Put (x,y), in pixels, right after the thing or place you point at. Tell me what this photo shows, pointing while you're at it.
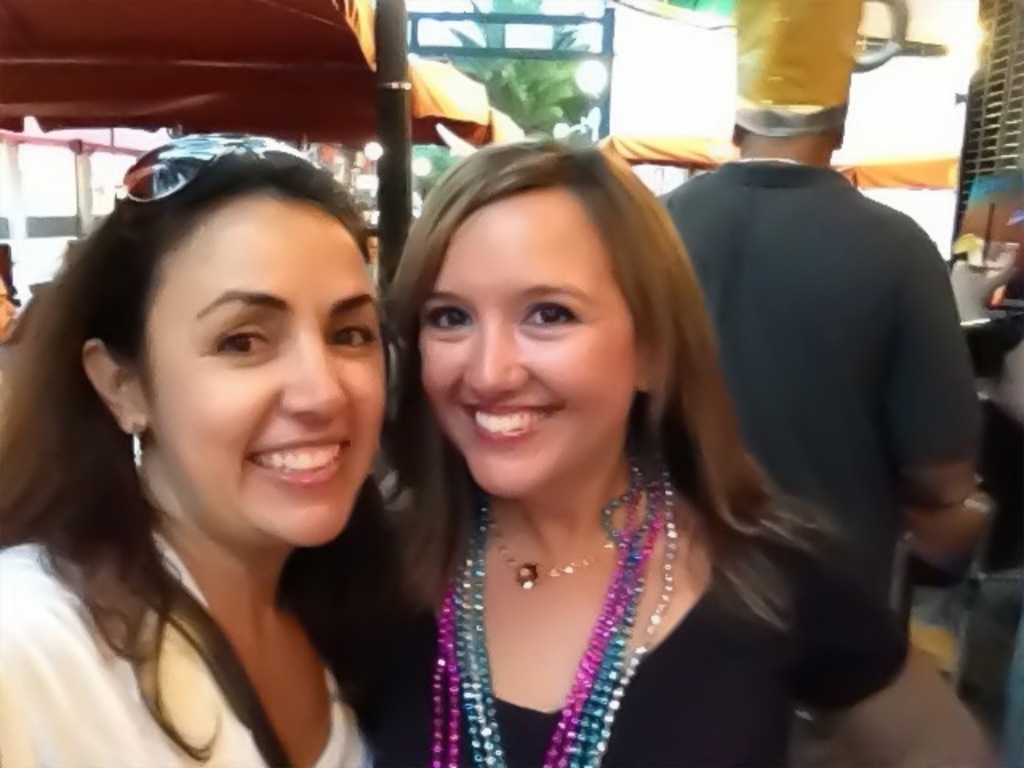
In this image there are two women (280,630). They are smiling. Behind them there are tents (471,109) and trees (551,65). To the right (867,306) there is another person (896,353) standing. The background (142,140) is blurry.
